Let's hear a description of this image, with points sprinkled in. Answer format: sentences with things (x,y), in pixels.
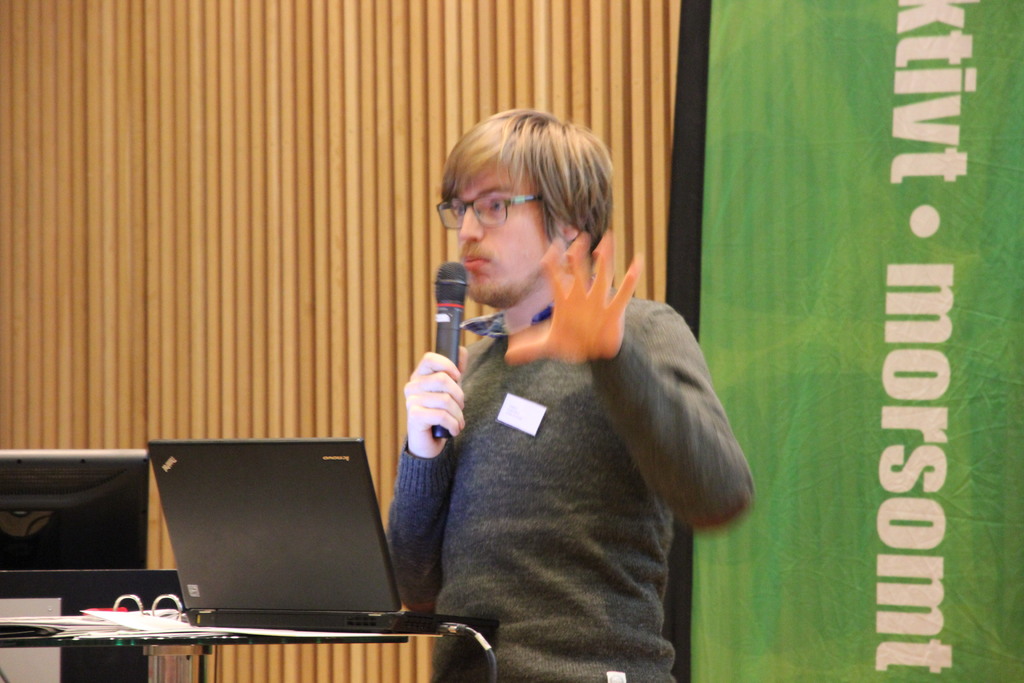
In the middle (671,325), I can see a person (606,578) is holding a mike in hand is standing in front of a table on which laptops (207,596), wires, books (144,620) are there. In the background (936,401), I can see a wall (551,109) and a text (920,172). This image is taken may be in a hall (371,507).
